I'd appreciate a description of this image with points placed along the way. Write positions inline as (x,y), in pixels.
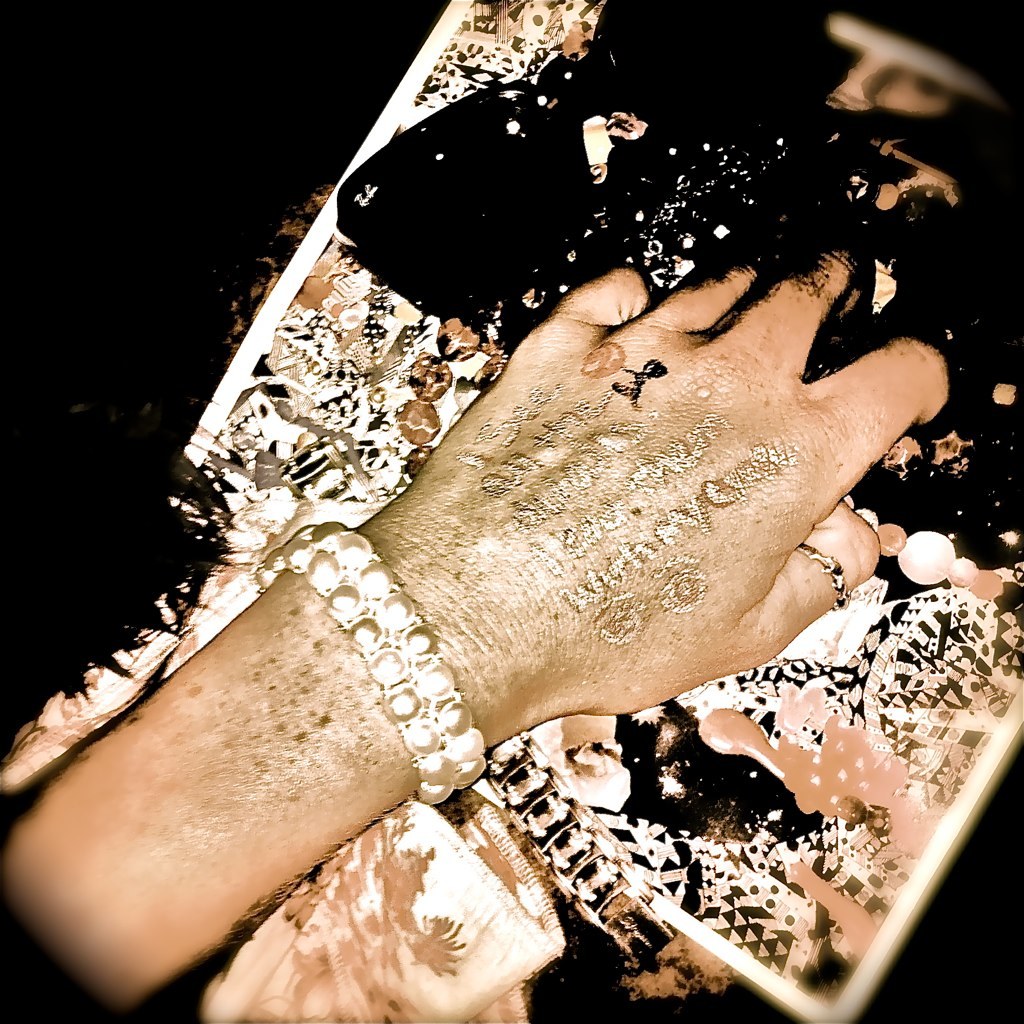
In this image we can see a hand (630,658) in the center (664,425) and some text (584,531) is written on the hand (592,487). And even jewelry (346,592) is present.
